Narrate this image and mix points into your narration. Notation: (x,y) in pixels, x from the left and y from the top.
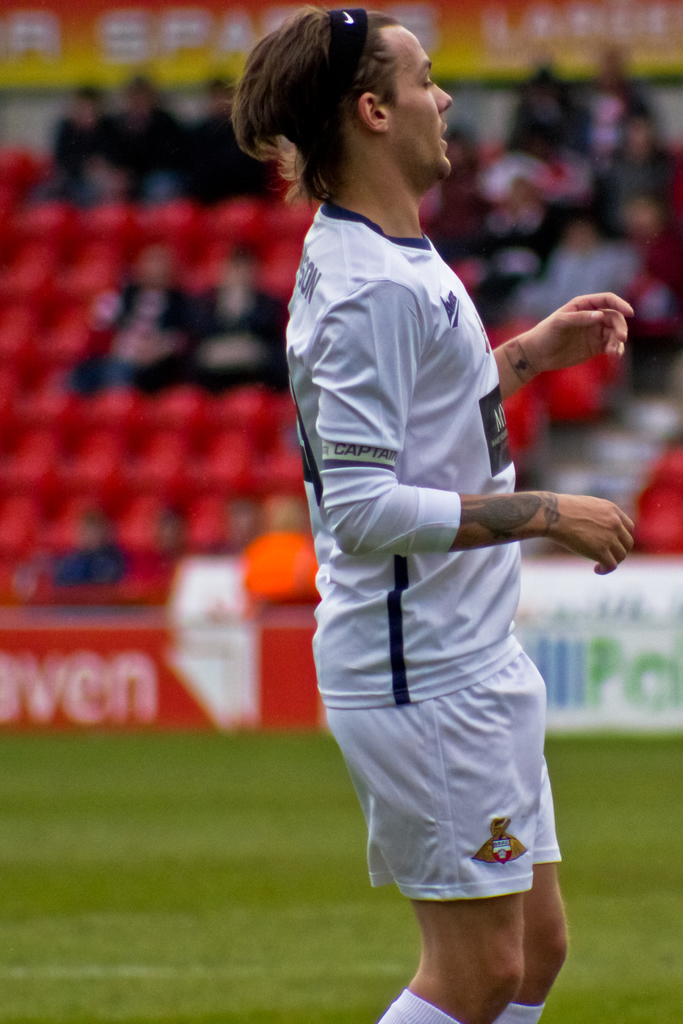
In the center of the image (406,476) a man (459,460) is standing. In the background of the image (249,425) we can see chairs (231,430), some persons (233,382), board (540,583) are there. At the bottom of the image (295,917) ground (252,920) is there.
